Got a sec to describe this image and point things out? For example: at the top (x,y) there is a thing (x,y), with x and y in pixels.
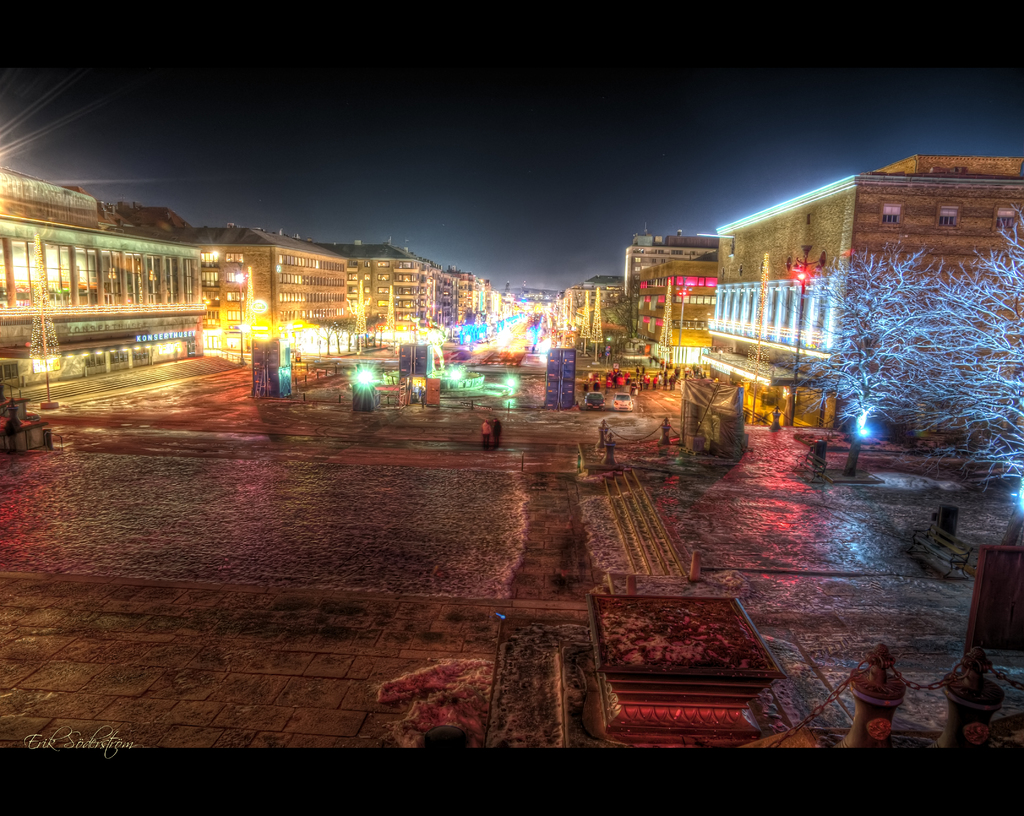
In this picture and I can see buildings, trees (975,329), lights (538,338) and other objects (702,690) on the ground (912,721). In the background (482,176) the sky (477,157). I can also see some poles (359,333), street lights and other objects (713,449). Here I can see a chain (785,740).
